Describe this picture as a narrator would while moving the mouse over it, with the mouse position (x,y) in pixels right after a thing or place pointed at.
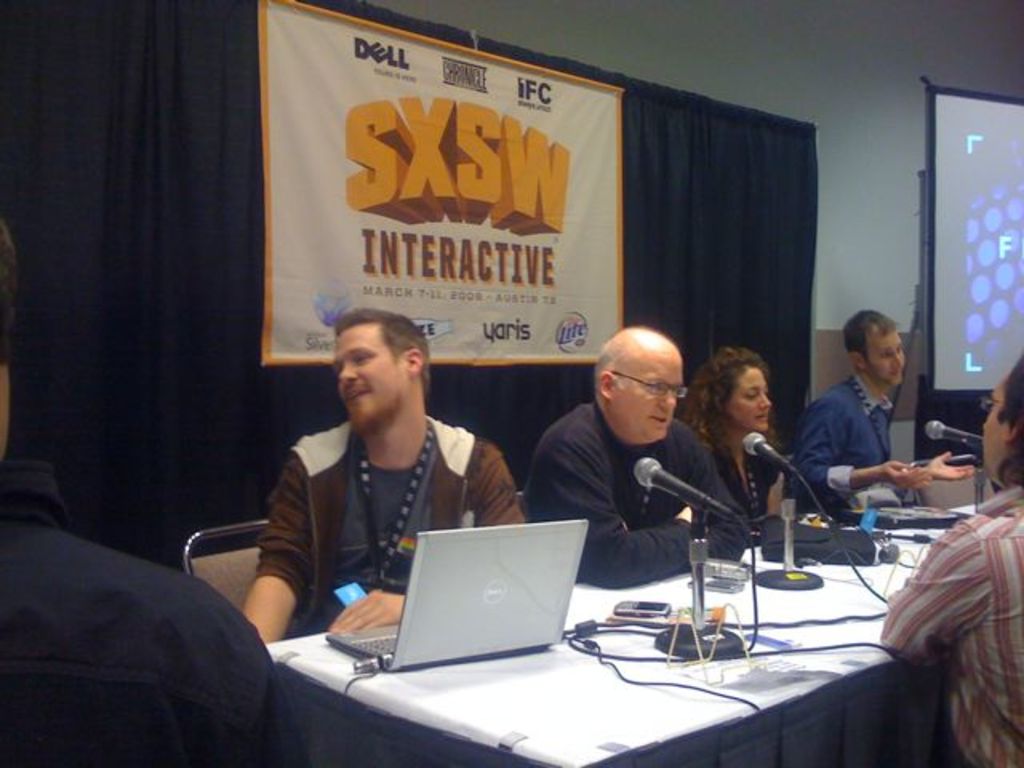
In the image I can see some people (367,592) sitting in front of the table (577,612) on which there are some laptops (553,583), phones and some other things (835,537) and behind there is a poster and also I can see a projector screen (1001,254) to the side.
